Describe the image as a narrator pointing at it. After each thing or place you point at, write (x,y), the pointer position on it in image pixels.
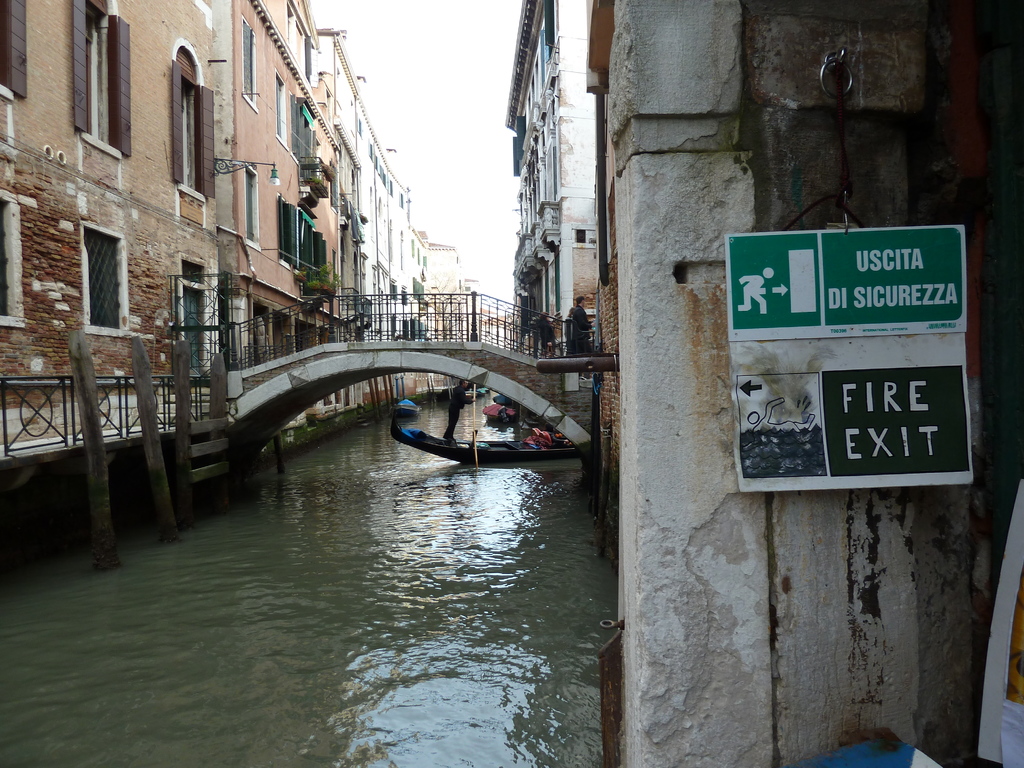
In this image I can see buildings (99,298), bridge (310,331) and a sign board (801,379) on the wall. Here I can see a boat (456,442) on the water (379,691). In the background (464,162) I can see the sky (436,131).
